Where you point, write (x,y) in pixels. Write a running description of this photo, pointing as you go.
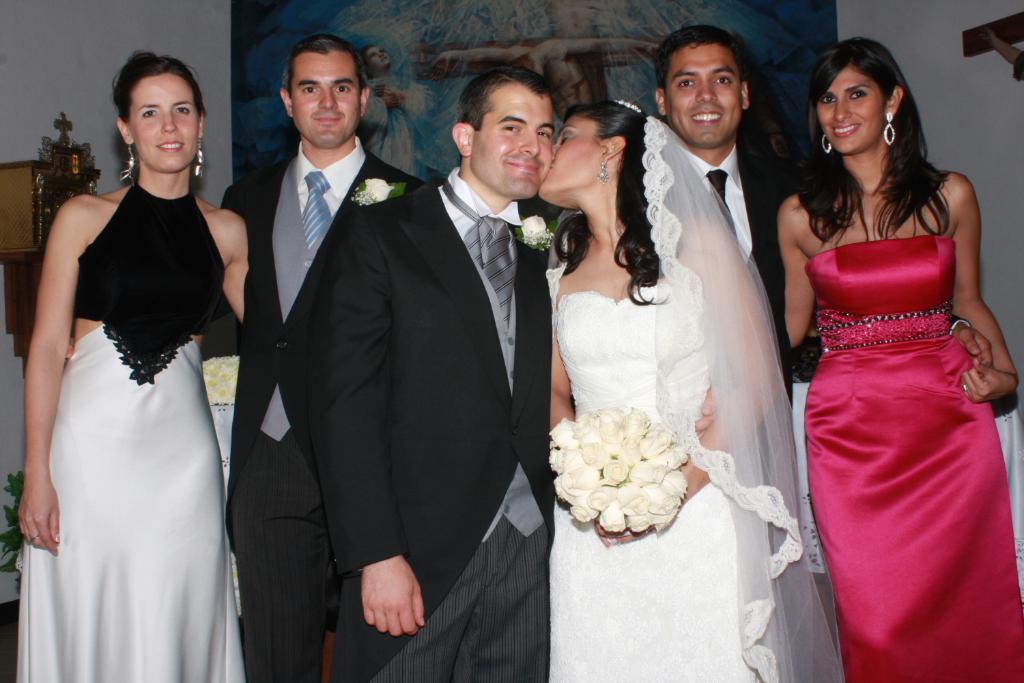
In this image we can see a group of people (465,347) standing. In that a woman (745,529) is holding a bouquet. We can also see a plant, a statue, picture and a wooden box (44,222) on a wall (217,36).
